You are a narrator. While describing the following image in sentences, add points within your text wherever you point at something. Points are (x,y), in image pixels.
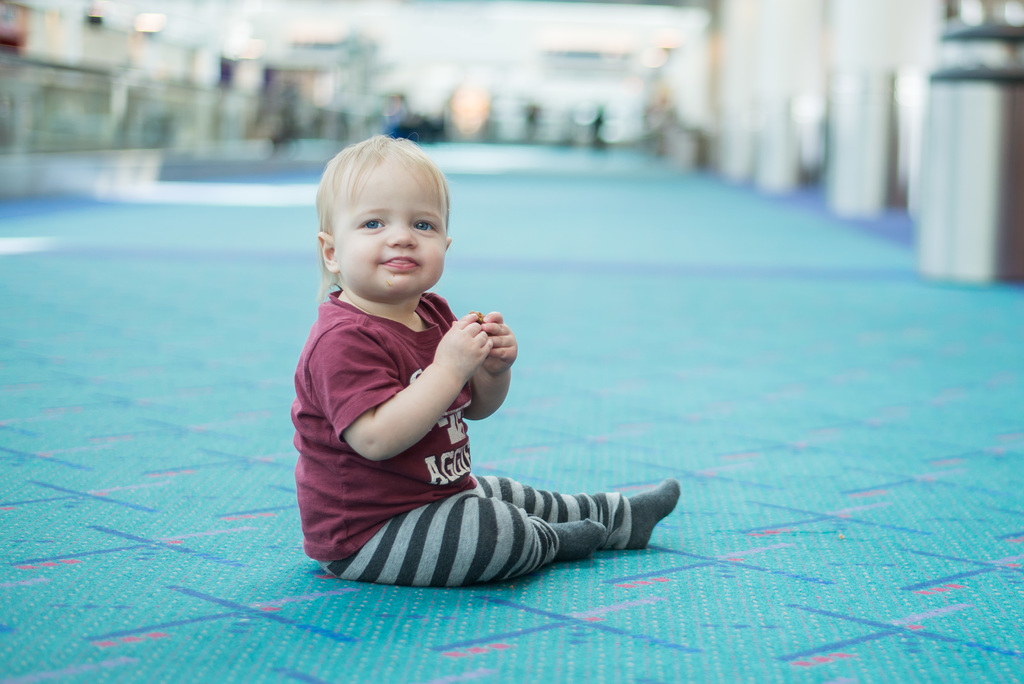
In this image we can see there is a little boy (403,450) sat on the floor (833,456). The background (813,68) is blurred.
